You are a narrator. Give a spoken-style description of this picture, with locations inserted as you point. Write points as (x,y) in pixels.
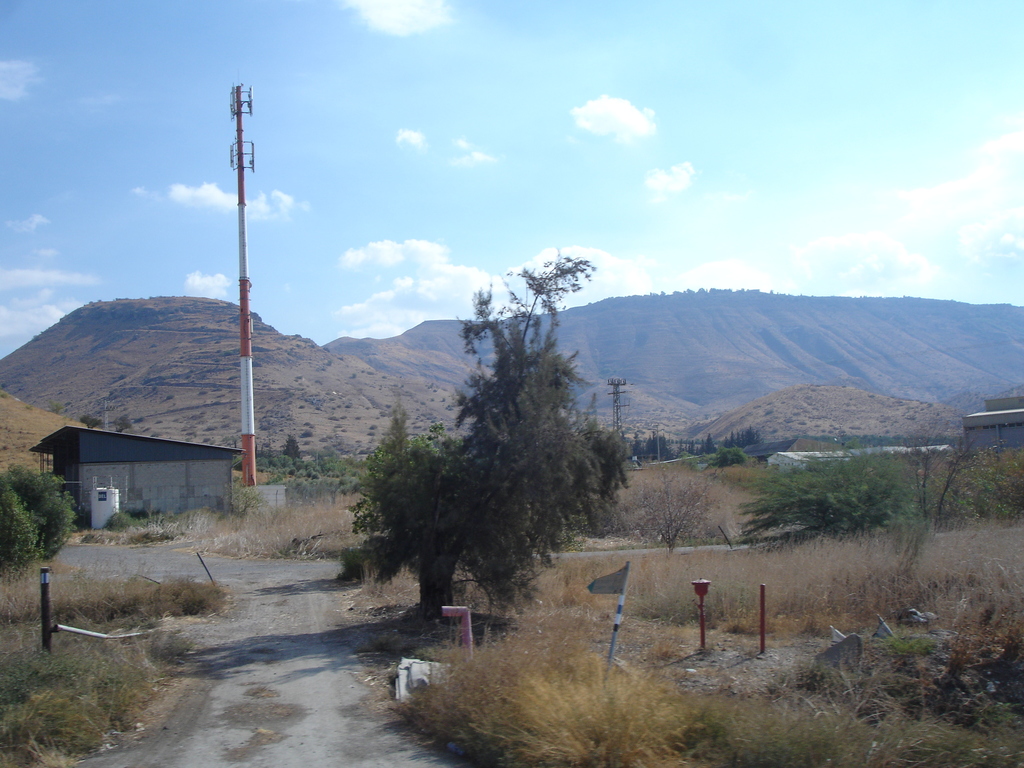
There are few trees (835,511) and there is a pole (248,368) in front of it and there are mountains (617,335) in the background (693,319).
